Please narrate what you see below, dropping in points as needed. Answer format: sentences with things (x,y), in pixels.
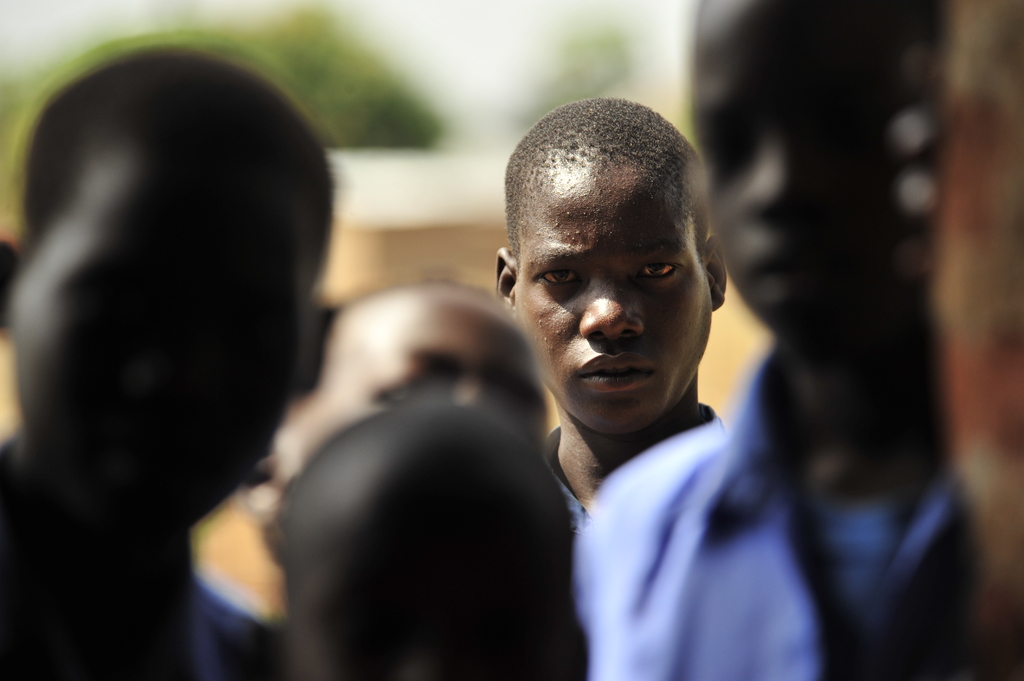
In the center of the image (519,317) there are people (60,489). The background of the image (229,17) is blur.
